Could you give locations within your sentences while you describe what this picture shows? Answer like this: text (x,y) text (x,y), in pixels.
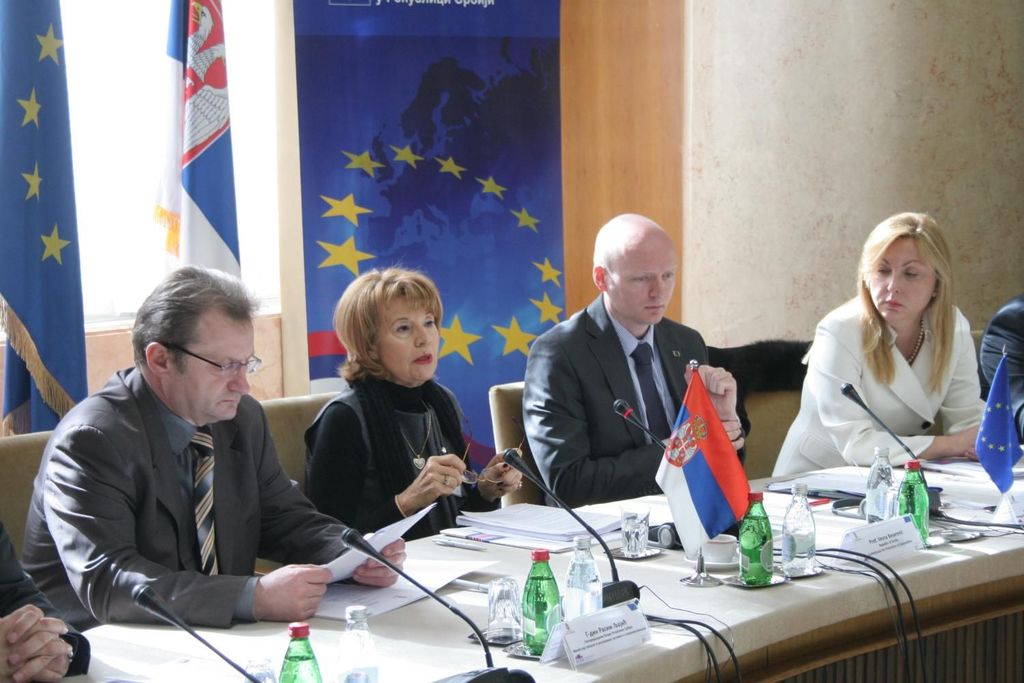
This image is clicked in a room (642,506). There is a table (705,660) and chairs (36,446). On the chairs (22,445) the people (535,384) sitting. There are flags (193,123) behind them. On the table (456,636) there are mikes (471,627), bottles (584,595), glasses (507,602), papers (519,542) and books (840,494).
